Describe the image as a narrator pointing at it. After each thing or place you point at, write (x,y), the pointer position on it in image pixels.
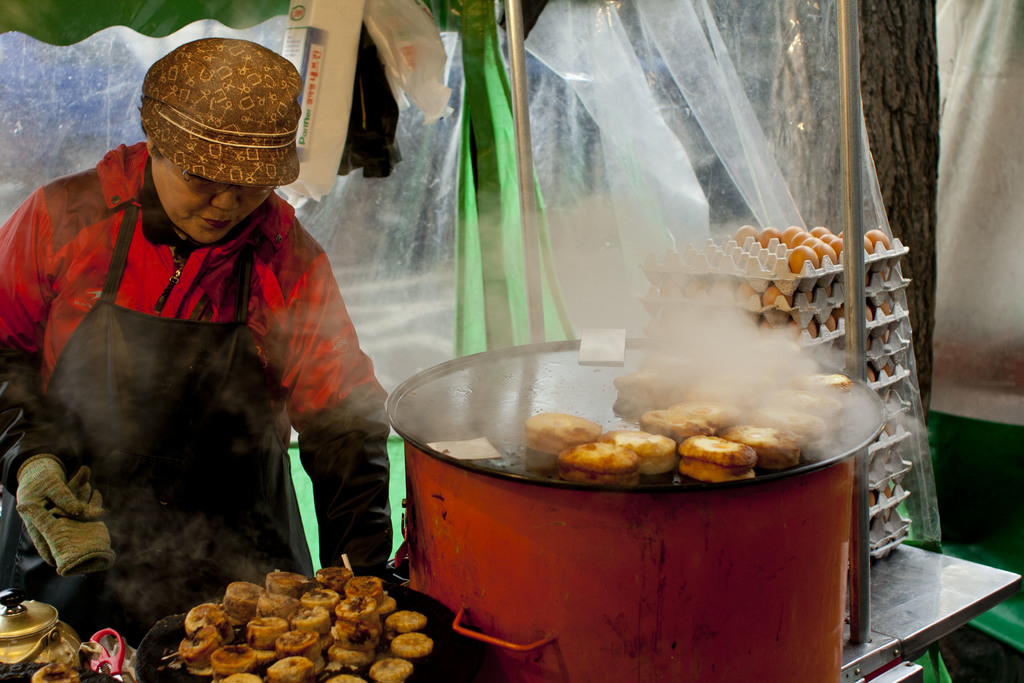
In this image, we can see a person (170,353). We can see a table (861,682) with some objects (699,465) like food items (293,601) on a pan (382,638) and on the top of a container (722,549). We can also see the egg trays (877,539). We can see some poles (848,305). We can see some colors and objects (484,23).
